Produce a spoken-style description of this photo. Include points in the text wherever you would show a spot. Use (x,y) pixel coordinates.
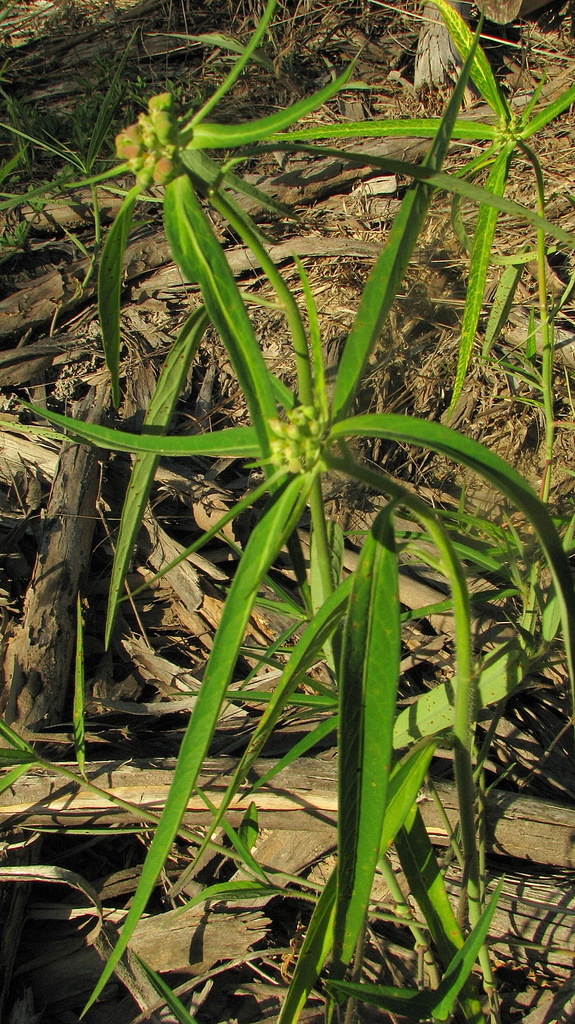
In the image there are green leaves (368,718) to the stems (382,914). Behind them there are dry leaves (130,370) and wooden sticks (337,820) are on the ground (199,414).
